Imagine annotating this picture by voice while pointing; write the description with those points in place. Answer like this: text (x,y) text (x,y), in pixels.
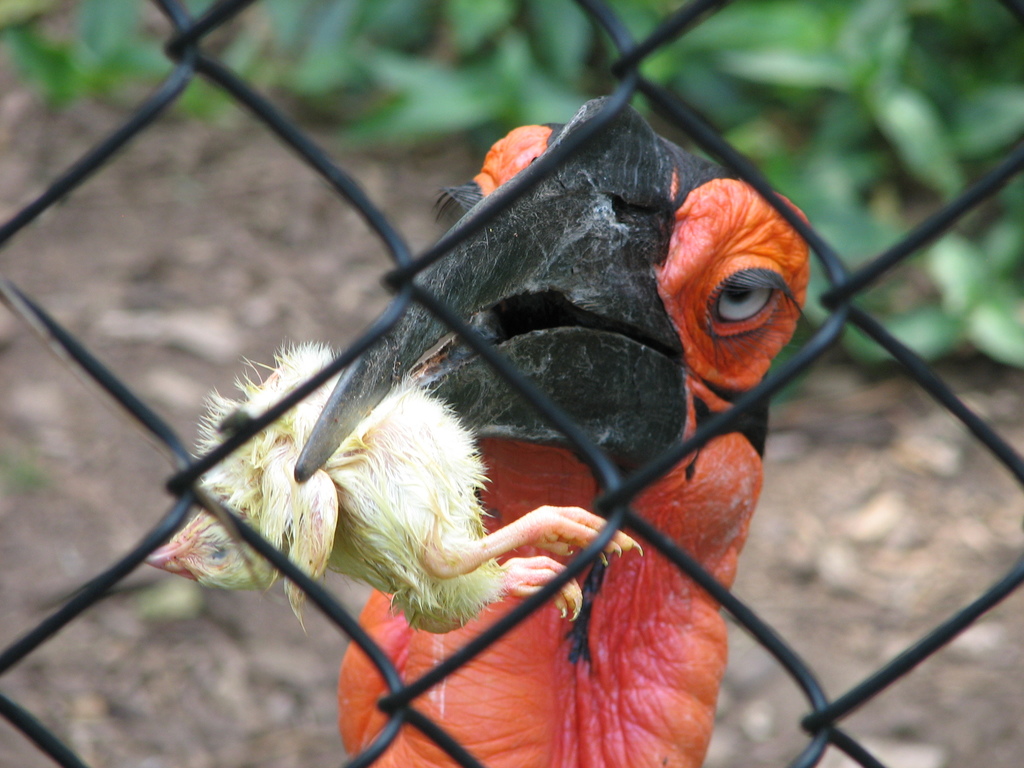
In this image we can see a mesh (931,632). Near to that there is a bird (612,369) holding a baby bird (348,459) on the beaks (382,391). In the background (791,600) there is ground (808,588) and plants (362,5).
